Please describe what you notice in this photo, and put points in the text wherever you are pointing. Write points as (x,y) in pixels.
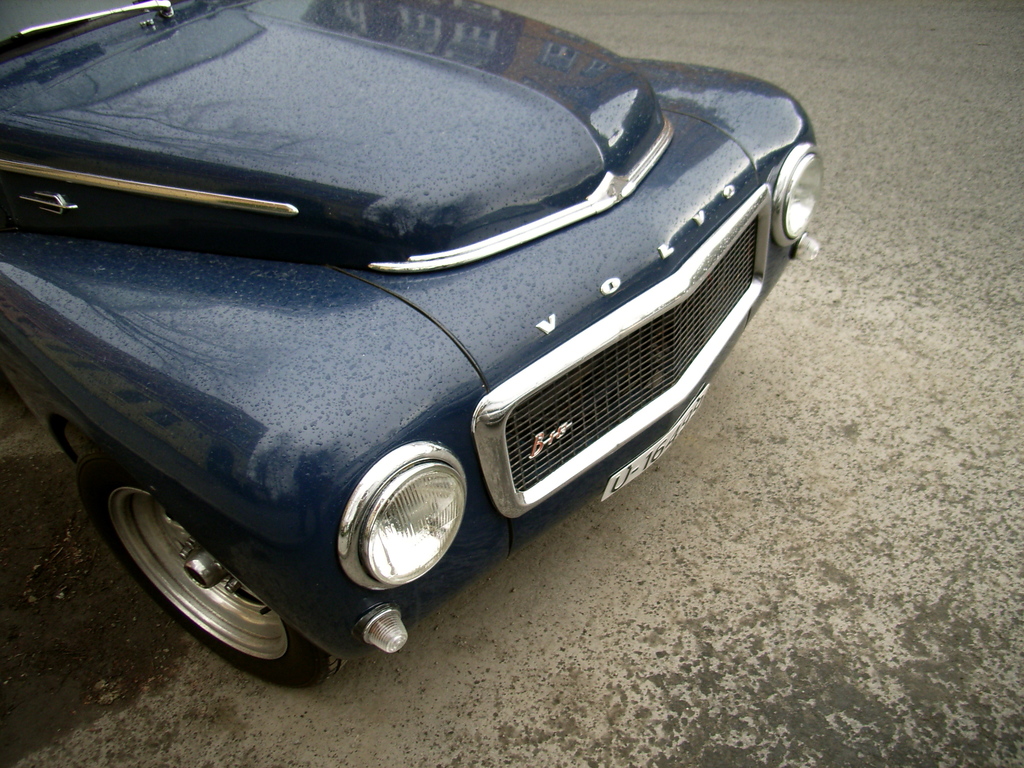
In the picture we can see the front part (157,428) of the car (201,367) which is blue in color and name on it as Volvo.
